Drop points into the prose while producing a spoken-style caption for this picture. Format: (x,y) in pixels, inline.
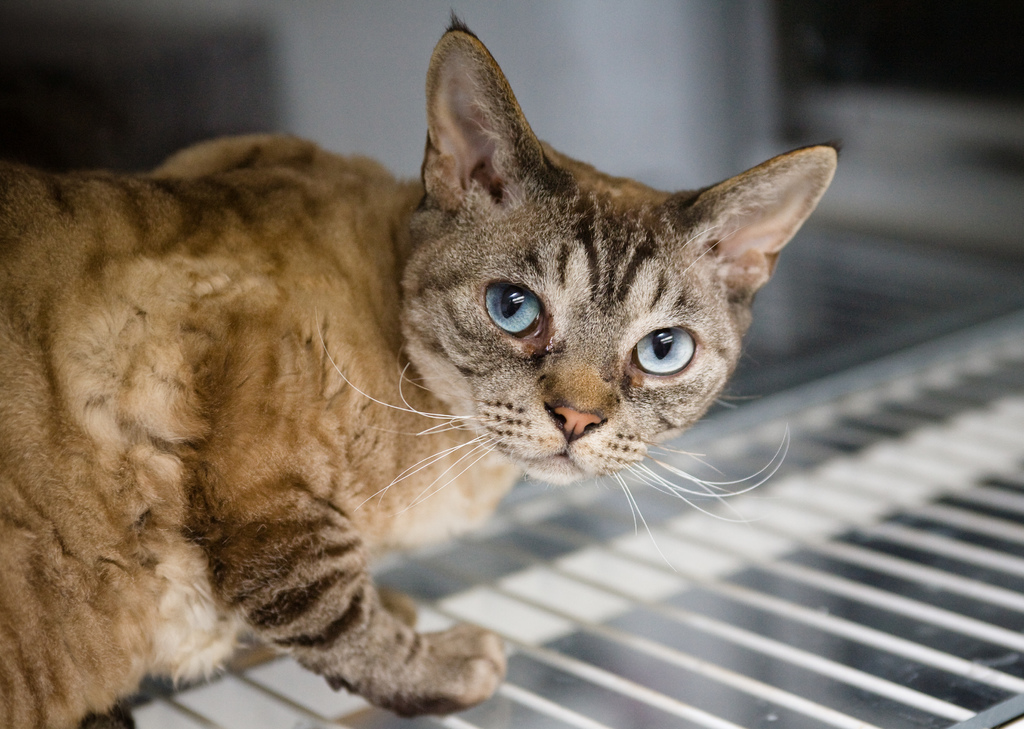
In this image I can see a cat (214,291) which is brown, cream and black in color is on the glass surface (563,556) and I can see the blurry background (815,4).
